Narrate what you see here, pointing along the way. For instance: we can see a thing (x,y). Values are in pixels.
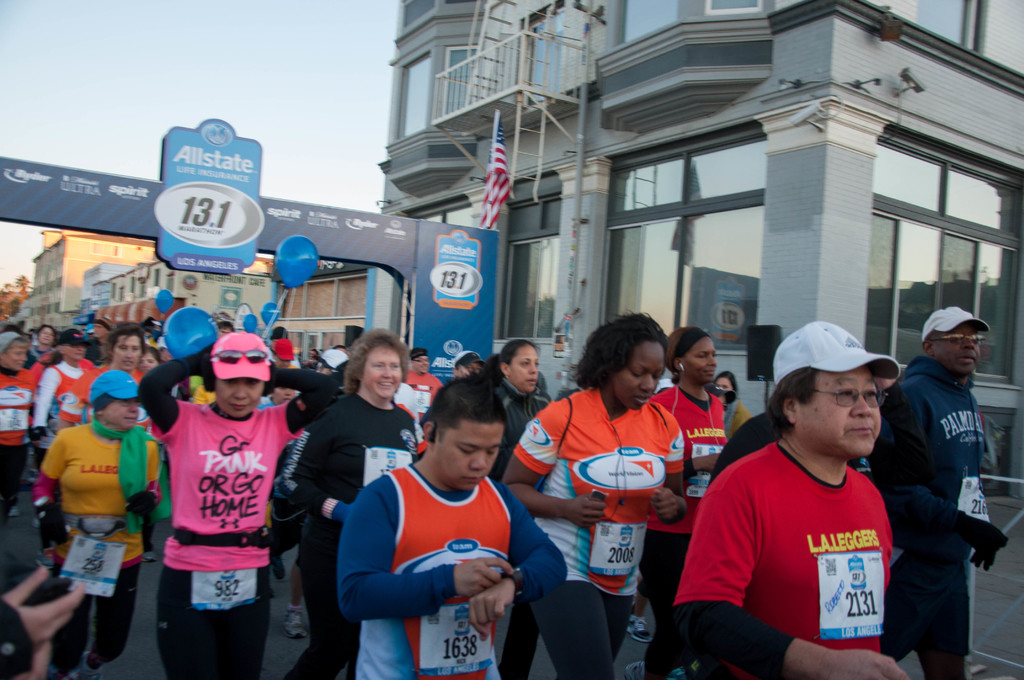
In this image I can see at the bottom (656,606) a group of people (611,525) are running. On the left side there is a hoarding (345,227), on the right side (772,203) there is a building (485,110). At the top (383,39) it is the sky (383,39).
